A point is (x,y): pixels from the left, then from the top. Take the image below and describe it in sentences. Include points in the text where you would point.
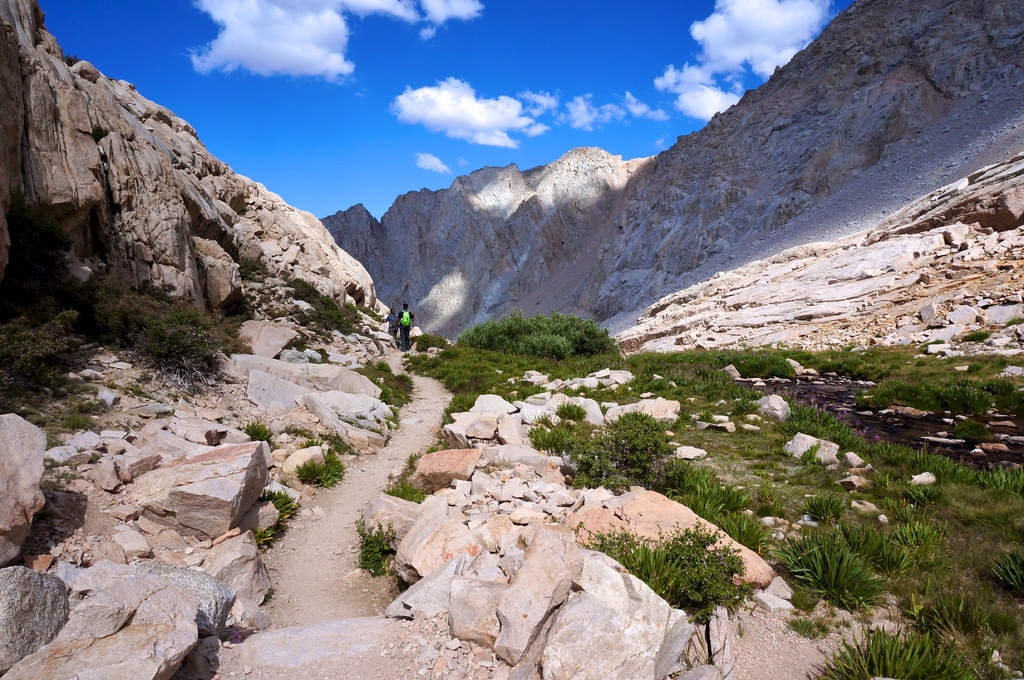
In this picture there is a man (405,348) who is wearing bag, t-shirt (399,315), trouser (402,335) and shoe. He is standing near to the stones (380,325). In the background (709,253) we can see mountains (83,238). At the top (683,90) we can see sky (438,70) and clouds (405,6). At the bottom (984,556) we can see plants (917,654), grass (795,567) and stones (367,632). On the right (1016,444) there is a water (891,426).
